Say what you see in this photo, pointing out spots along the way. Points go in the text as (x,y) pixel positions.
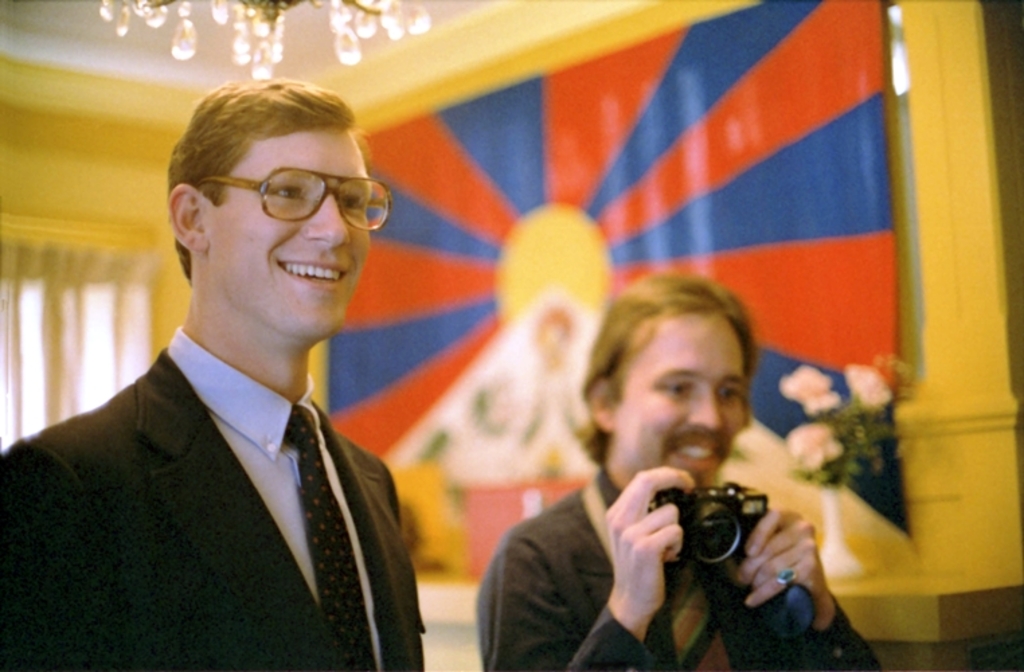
In this image I see 2 men (313,126) and both of them are smiling. I can also see that this man (574,552) is holding the camera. In the background (15,219) I see a flower vase (824,408), the wall (182,299), a curtain (9,289) and the lights (386,11).
